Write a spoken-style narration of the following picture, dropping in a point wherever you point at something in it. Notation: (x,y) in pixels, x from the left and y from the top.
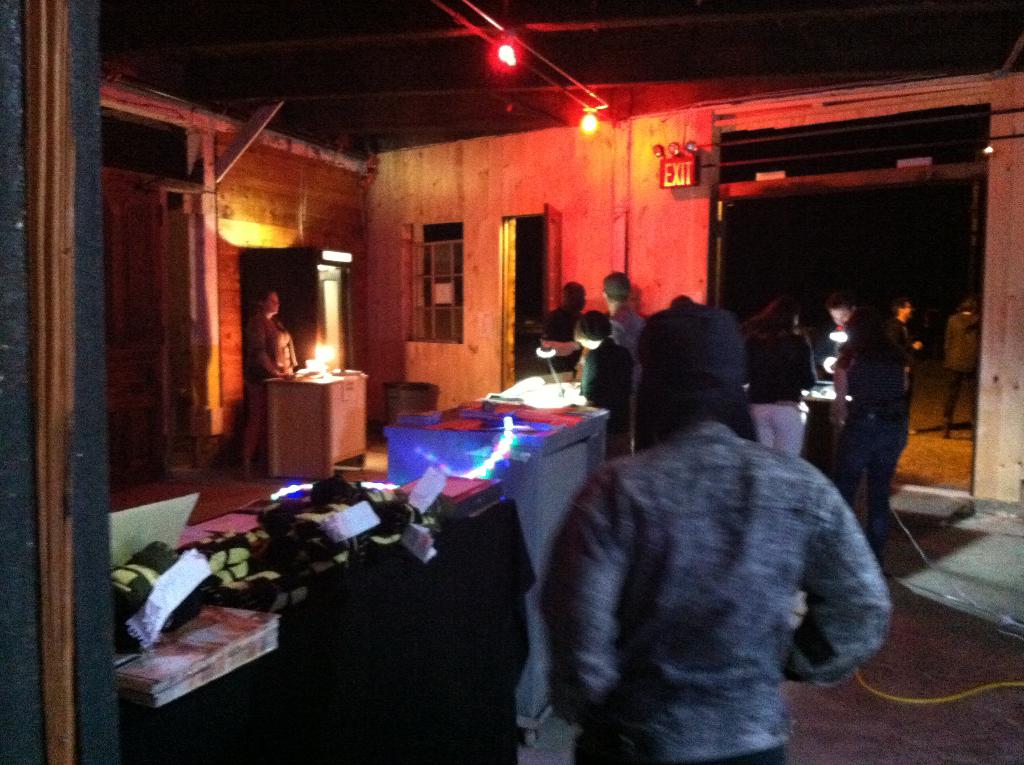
In this image I can see group of people (693,495) standing. In front (123,570) I can see few papers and few objects (122,614). In the background (444,282) I can see few lights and the window (446,261) and the sky (883,218) is in black color.
